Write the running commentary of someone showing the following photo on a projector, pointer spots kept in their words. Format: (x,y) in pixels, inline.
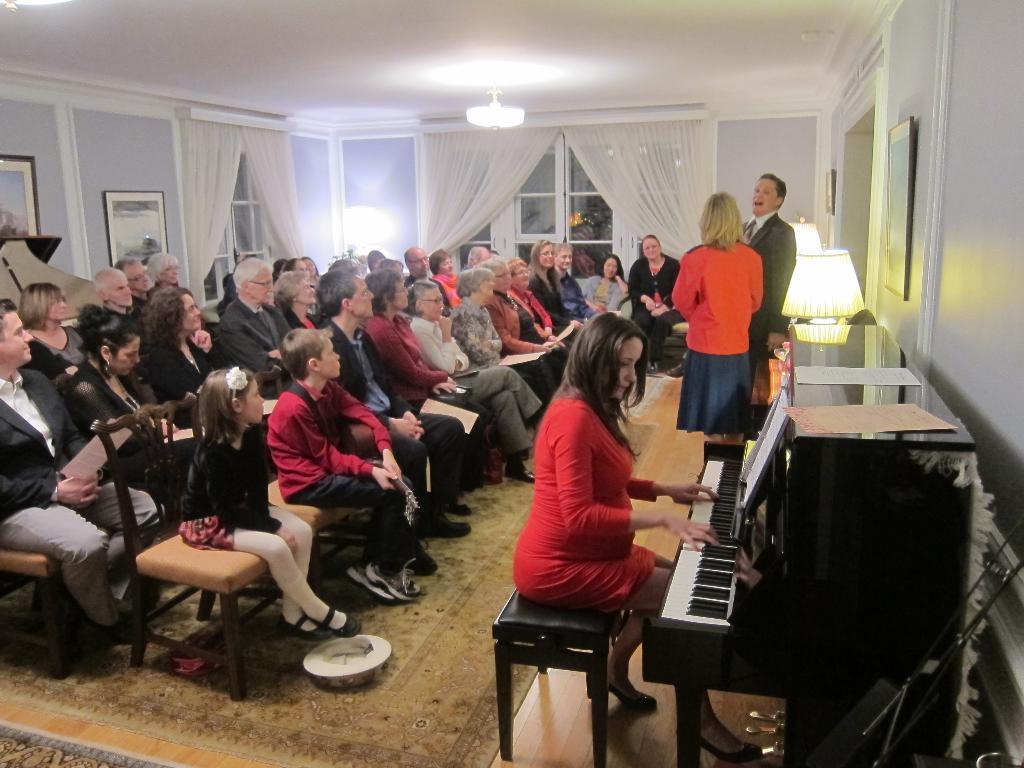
There is a group of a people (456,424). They are sitting on a chair (315,542). The remaining two persons (735,364) are standing. In the front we have a red color dress women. She is playing a keyboard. We can see in the background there is a curtain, wall (947,319) and photo frame (909,267).
